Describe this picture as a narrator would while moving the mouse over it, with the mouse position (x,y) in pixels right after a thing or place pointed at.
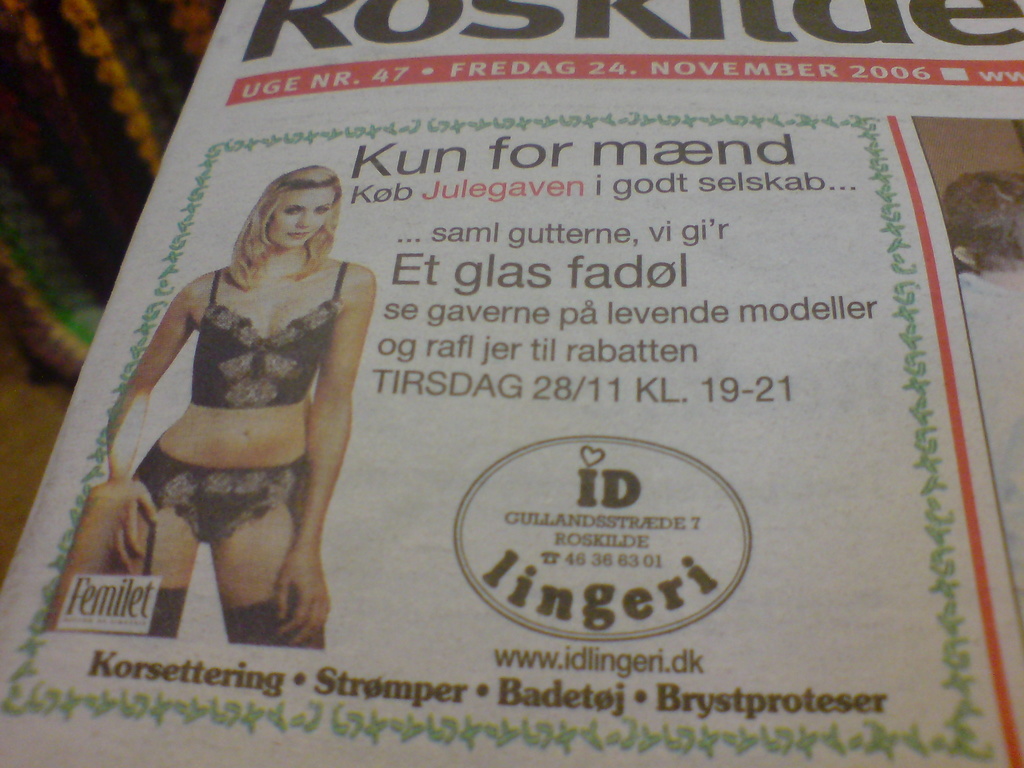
On the right side (988,14), there is a newspaper (994,14), on which there is an image (283,184) of a woman (292,313) who is in black color bikini (281,370), black, white and red color texts (660,175), another image (991,311) and other designs (608,76). And the background (53,24) is blurred.
